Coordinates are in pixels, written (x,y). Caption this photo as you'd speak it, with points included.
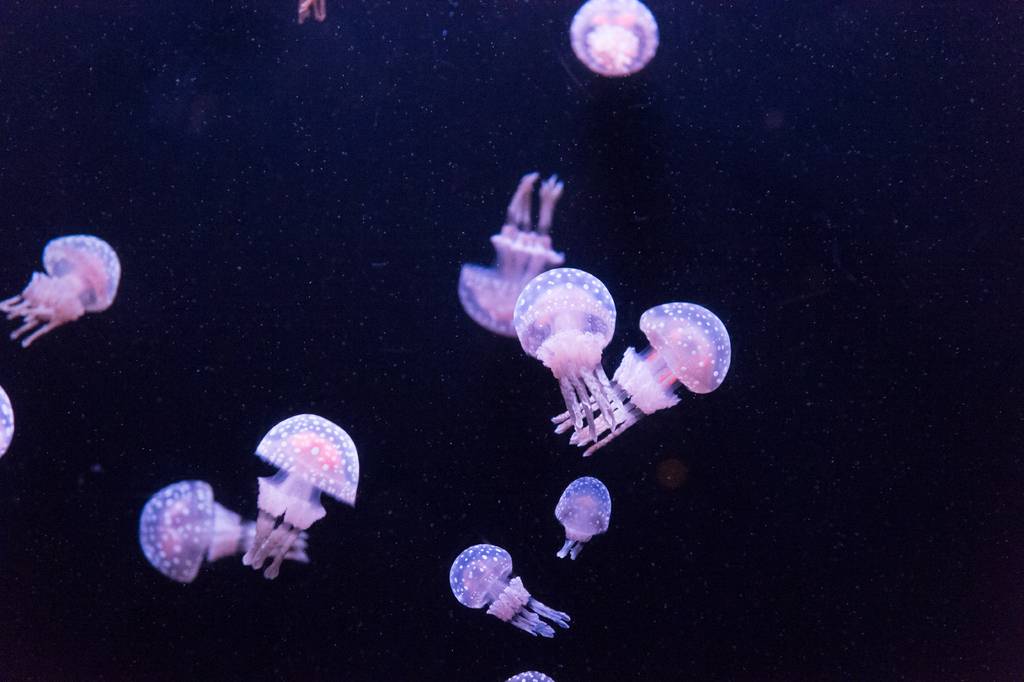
We can see jellyfishes (1,424). In the background (402,300) it is dark.
